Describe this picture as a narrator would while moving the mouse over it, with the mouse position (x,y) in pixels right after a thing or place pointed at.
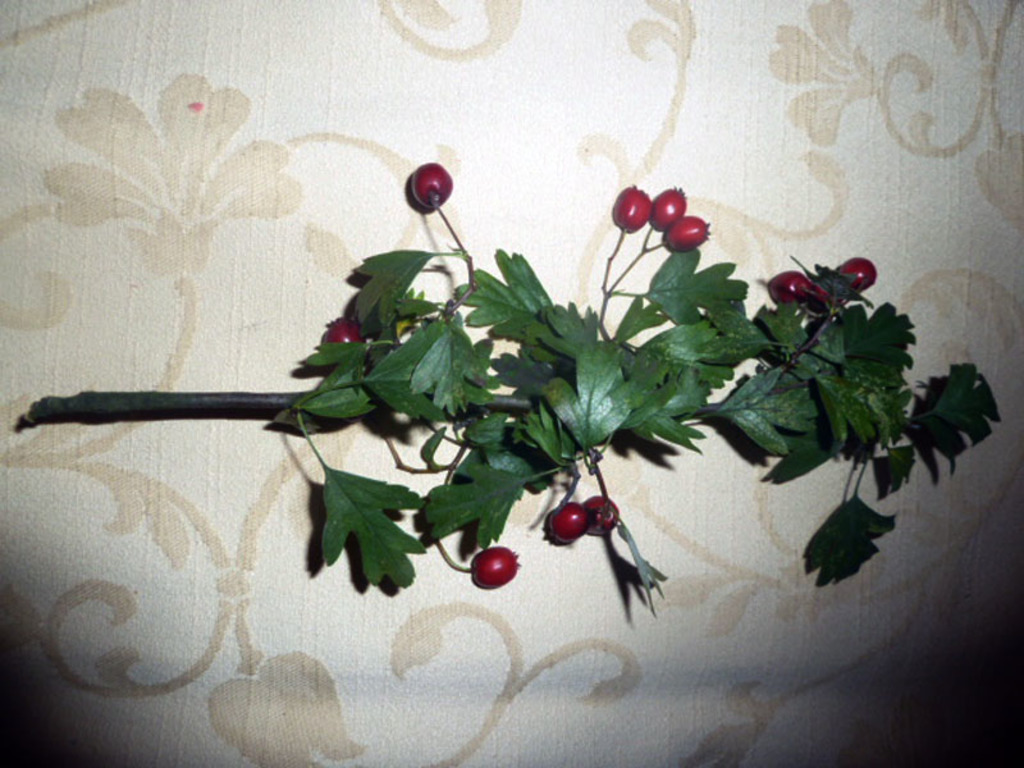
In this image there are few hawthorn berries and leaves (533,397).
